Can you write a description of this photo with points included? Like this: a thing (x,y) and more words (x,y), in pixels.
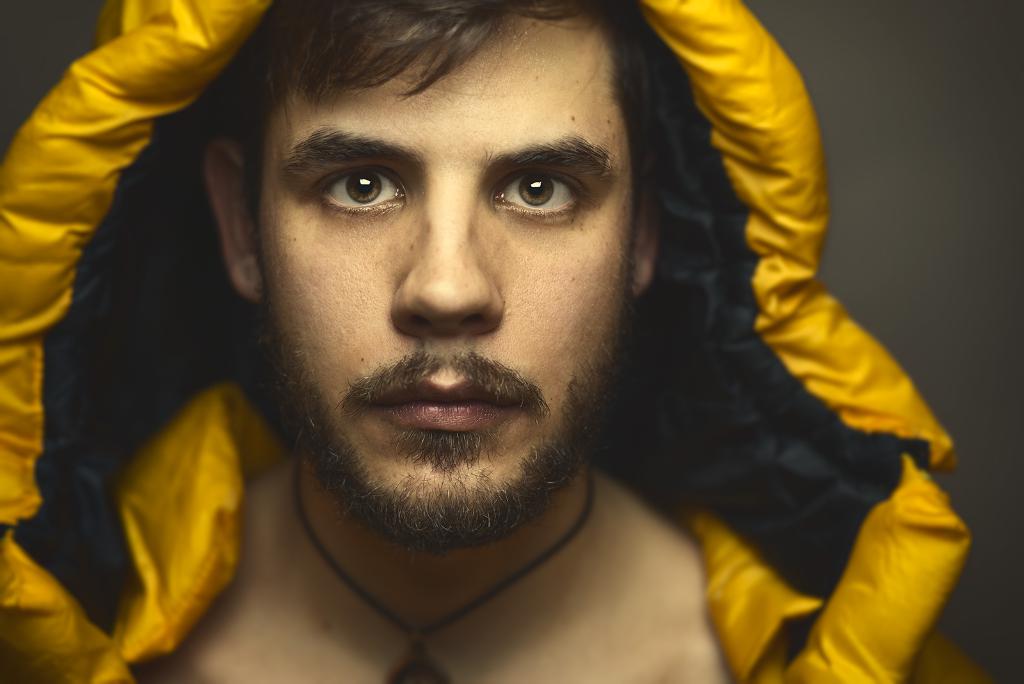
In this image we can see a man (656,239) who is truncated. There is a dark background (33,31).
